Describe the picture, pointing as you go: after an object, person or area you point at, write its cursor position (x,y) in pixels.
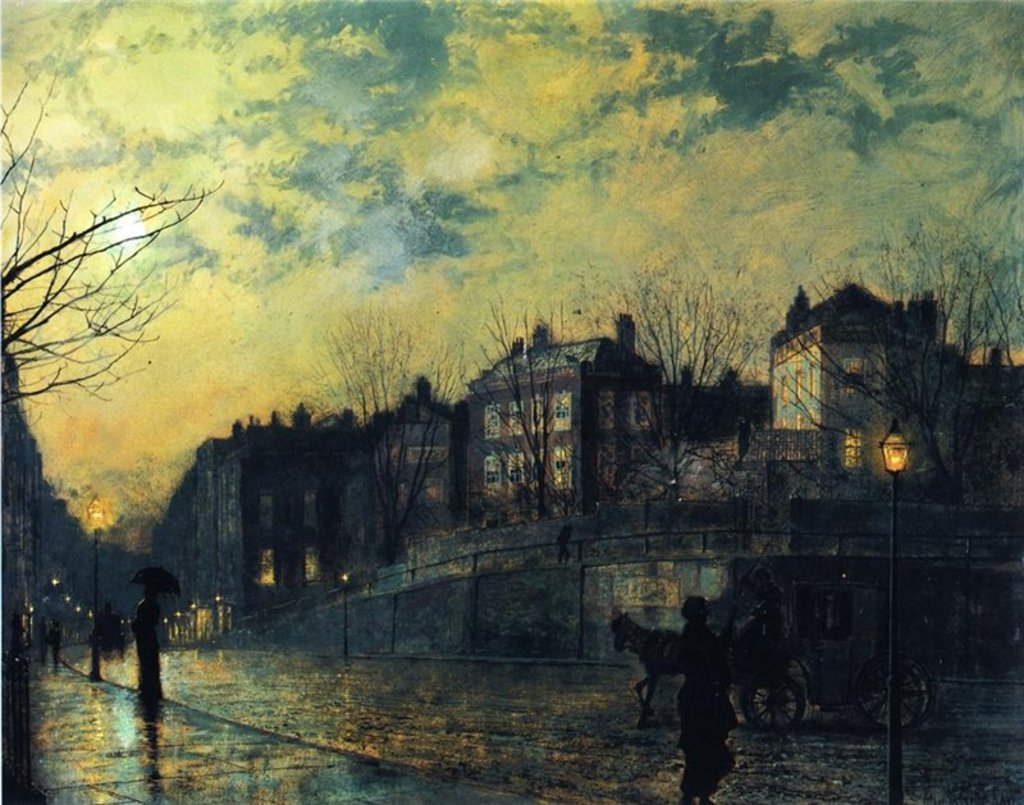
In this picture, we can see an art of a building (468,509), a few people (697,633), cart (734,656) with an animal (620,648), poles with lights (96,522), dry trees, and we can see the sky (488,223) with clouds (355,251).
